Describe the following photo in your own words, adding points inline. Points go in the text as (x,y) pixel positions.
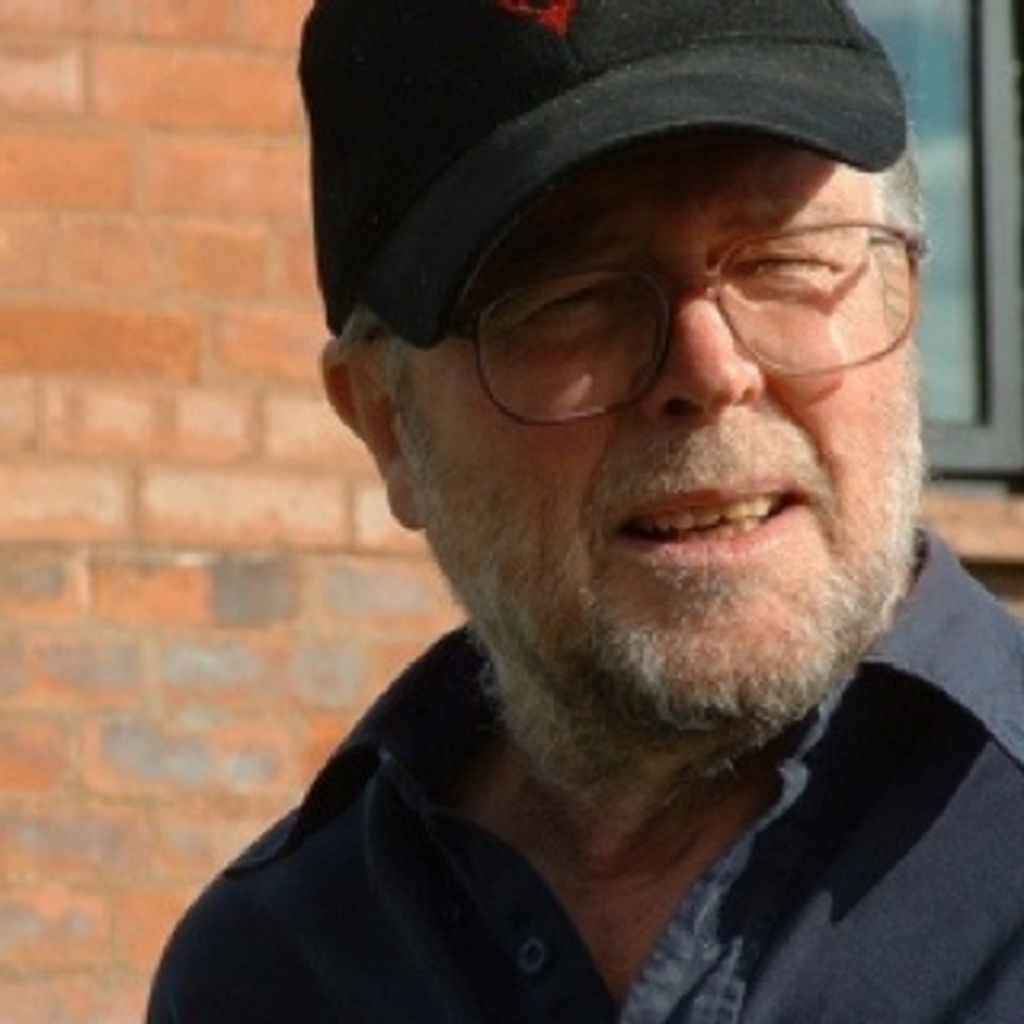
In this image in the foreground (603,635) there is one person (690,438) who is wearing a hat (550,144) and spectacles (521,355), and in the background (118,381) there is a wall (110,639) and window (931,434).
